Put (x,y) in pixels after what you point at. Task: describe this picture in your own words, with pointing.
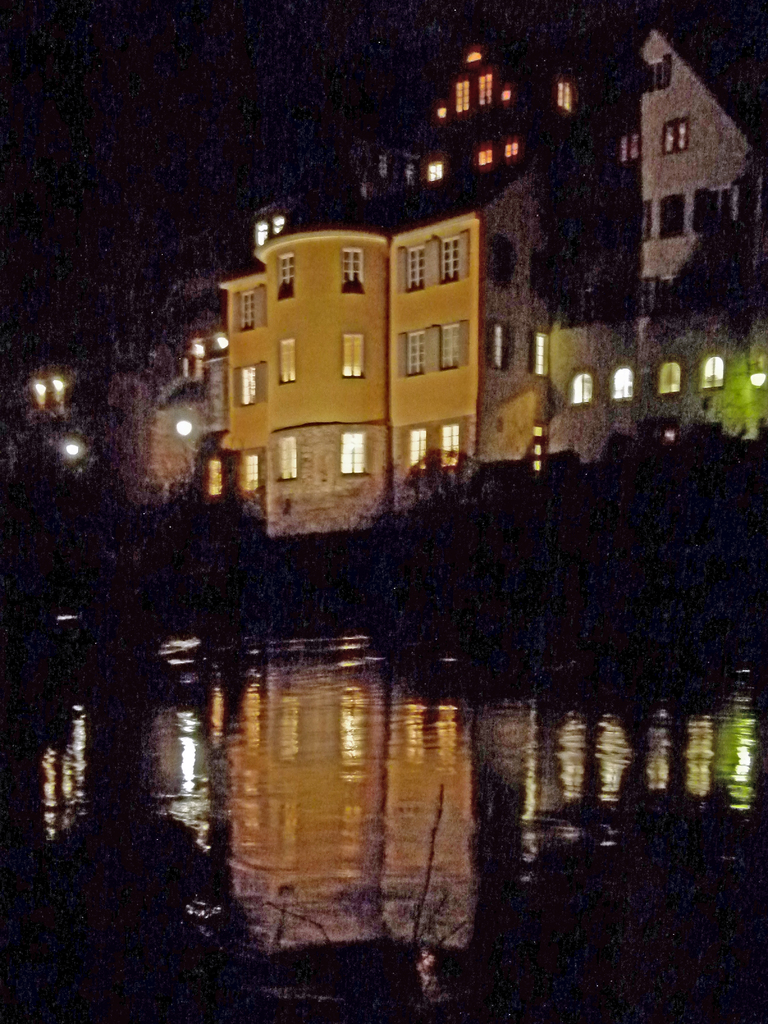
In the picture we can see a night view of the buildings (664,222) with lights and windows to it and near to it we can see some plants (394,589) and water (357,607).
